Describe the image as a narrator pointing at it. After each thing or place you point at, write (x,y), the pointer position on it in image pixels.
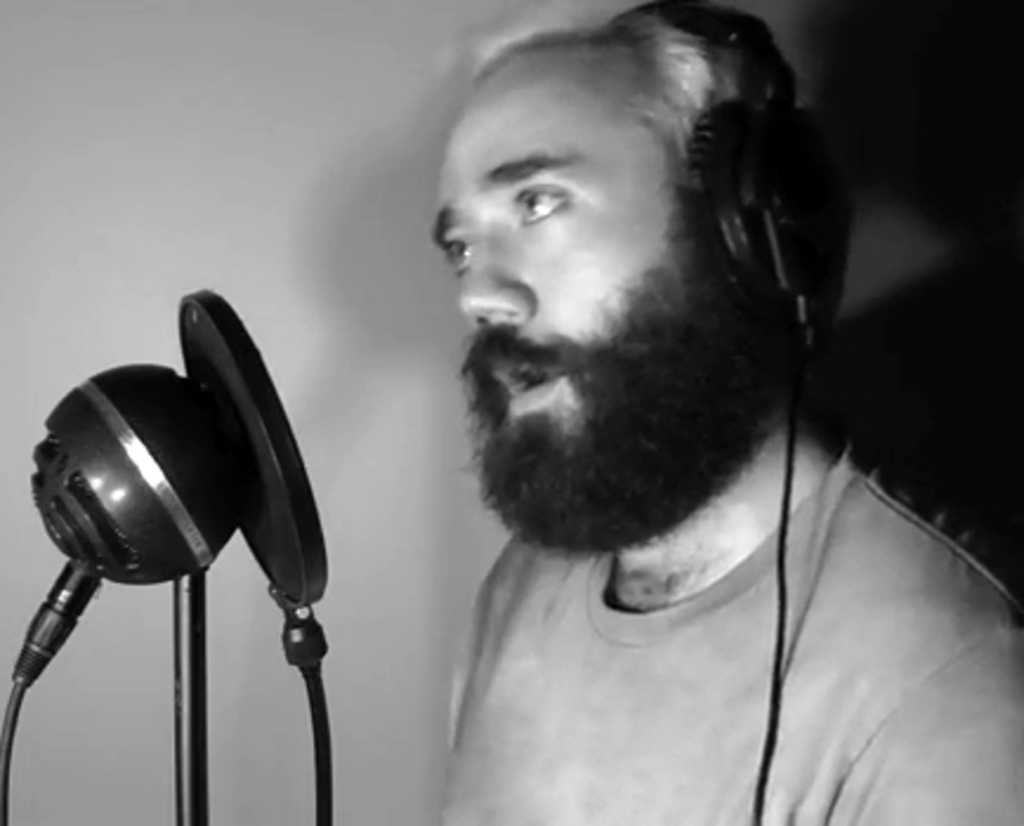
In this picture there is a man (541,599) standing and singing. On the left side of the image (209,430) there is a microphone (97,485). At the back (273,235) there is a wall (146,216).
